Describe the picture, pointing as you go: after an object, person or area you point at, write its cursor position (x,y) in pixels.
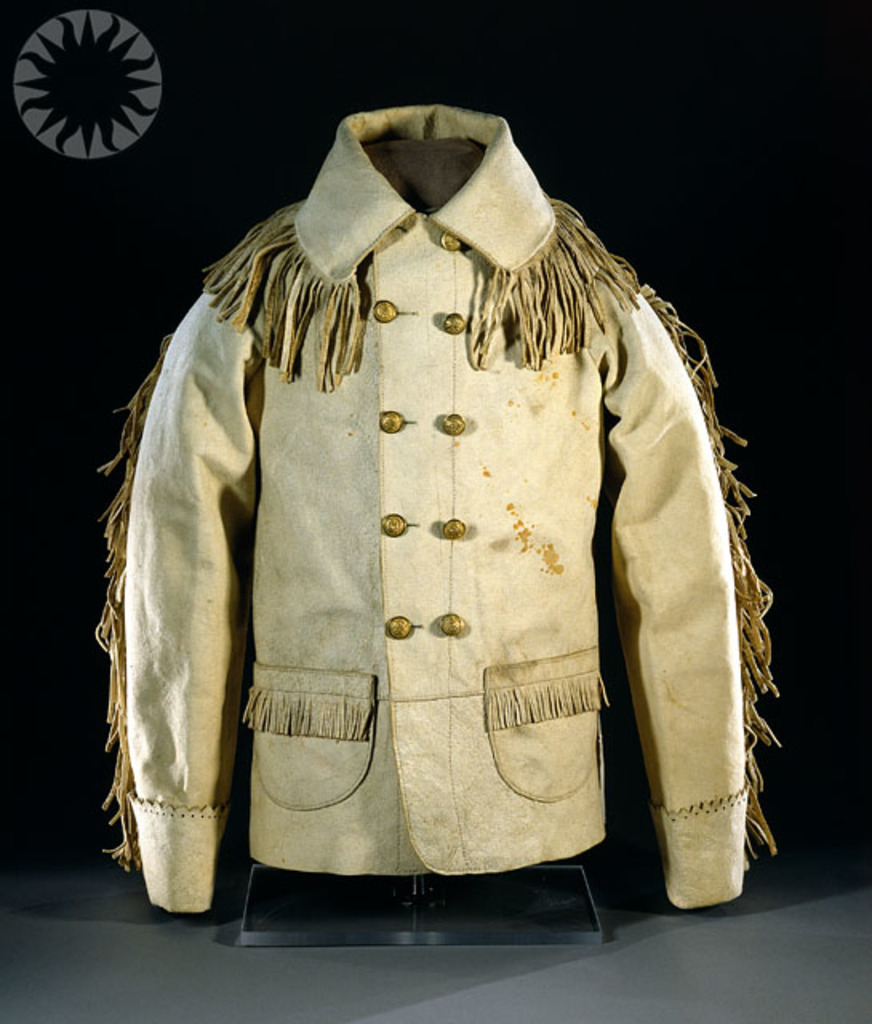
In this image I can see a dark view in the background (263,96) and in the foreground (311,215) I can see a white color jacket (314,629).
